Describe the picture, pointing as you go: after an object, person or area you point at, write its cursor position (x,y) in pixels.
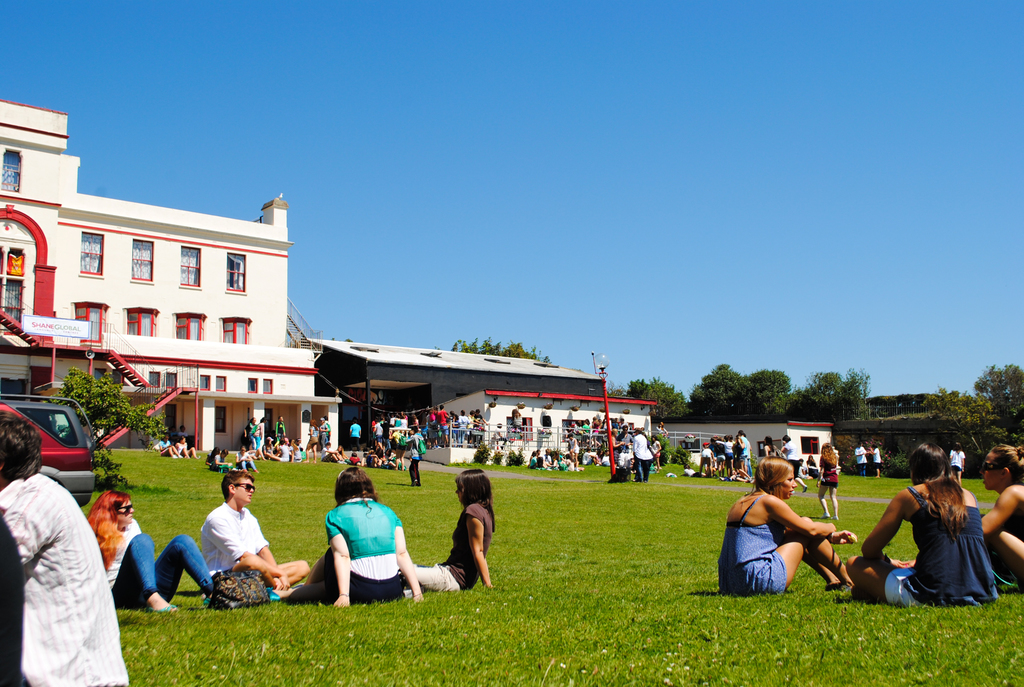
In this image I can see the ground (603,594), some grass (601,604) on the ground (560,591), few trees (663,406), few persons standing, few persons (594,453) sitting, few stairs (6,326), few buildings (13,352) which are red, black and white in color, a red colored pole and a vehicle (84,472) which is red and black in color. In the background (360,239) I can see the sky (549,173).
